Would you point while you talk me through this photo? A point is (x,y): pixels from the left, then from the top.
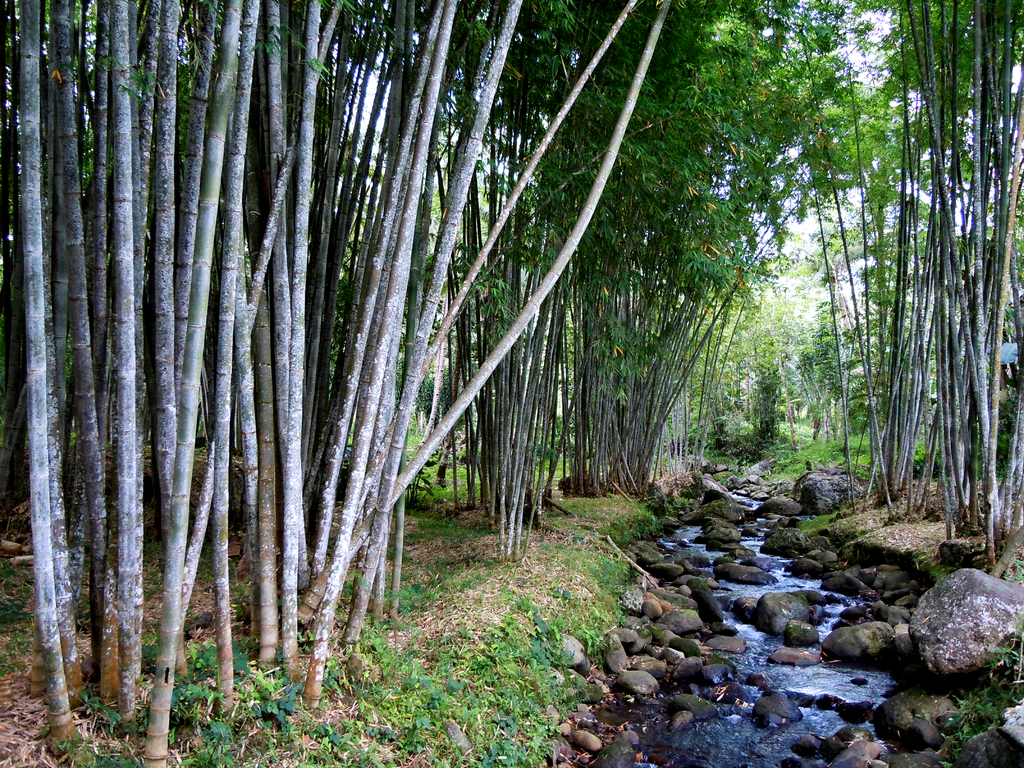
In this picture we can see water (753,705) and rocks (755,565). Behind the rocks (703,492) there are trees (714,334) and the sky (799,253).
